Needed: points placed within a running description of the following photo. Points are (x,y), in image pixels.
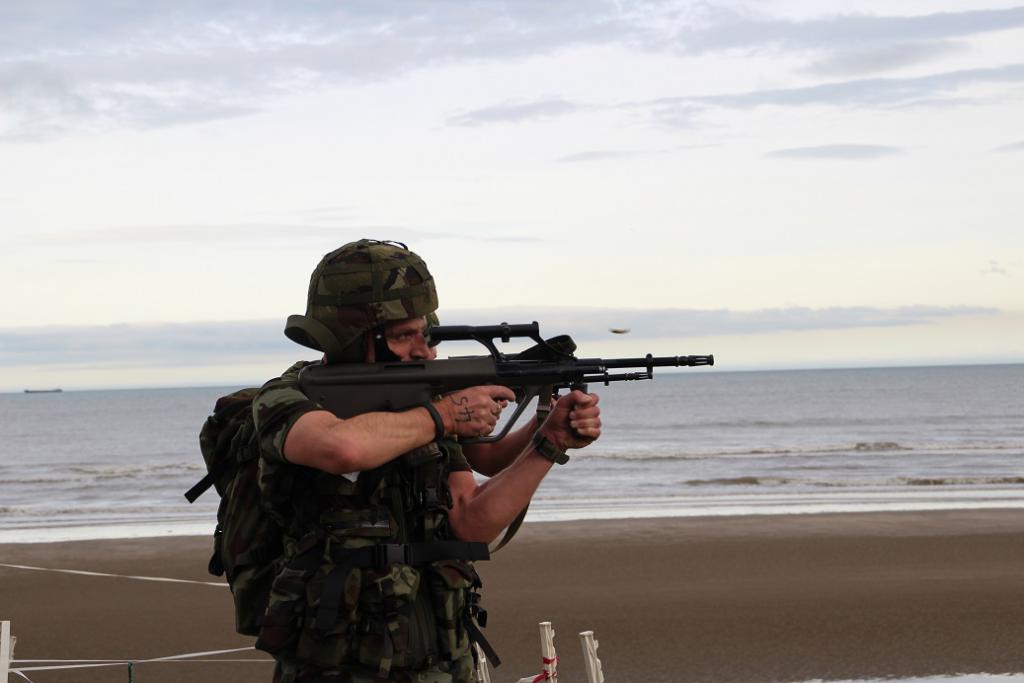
In this image we can see a person (389,428) standing holding a gun (448,390). We can also see some metal poles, thread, a large water body (759,419) and the sky (653,320) which looks cloudy.
